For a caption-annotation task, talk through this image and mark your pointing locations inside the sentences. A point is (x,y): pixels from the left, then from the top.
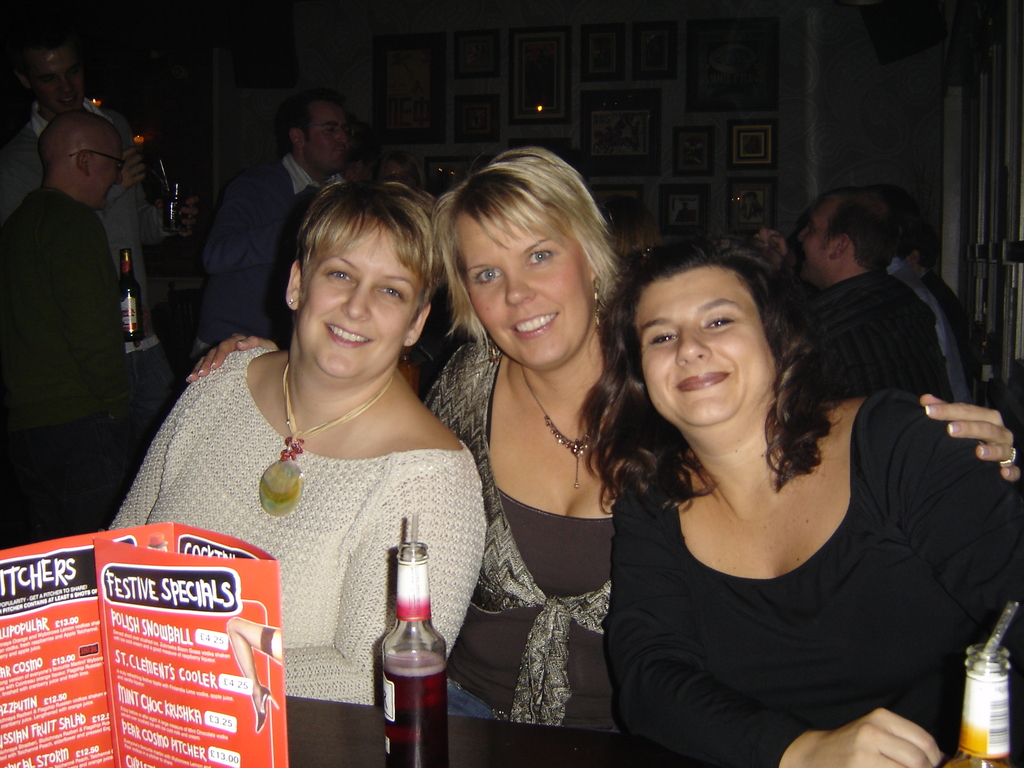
In this image there are a few people (625,304) sitting and a few (140,191) standing. In the foreground (383,418) there are three women (665,411) sitting at the table (382,733). They are smiling. On the table (341,736) there are bottles (413,645) and a menu card (133,665). In the background (358,76) there is a wall (860,88). There are picture frames (548,77) on the wall (324,67). The image is dark.
